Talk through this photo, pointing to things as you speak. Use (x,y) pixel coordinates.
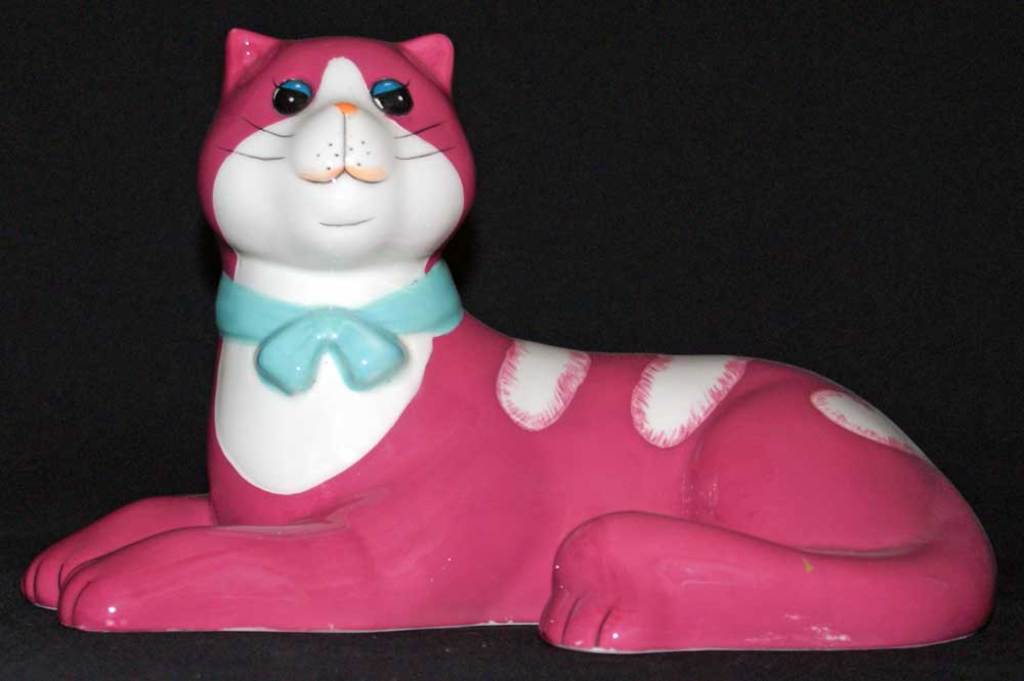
In this image I can see a sculpture of a cat (227,356) in the front (489,355). I can see colour of the cat (418,426) is pink, white and blue. I can also see black colour in the background (939,234).
